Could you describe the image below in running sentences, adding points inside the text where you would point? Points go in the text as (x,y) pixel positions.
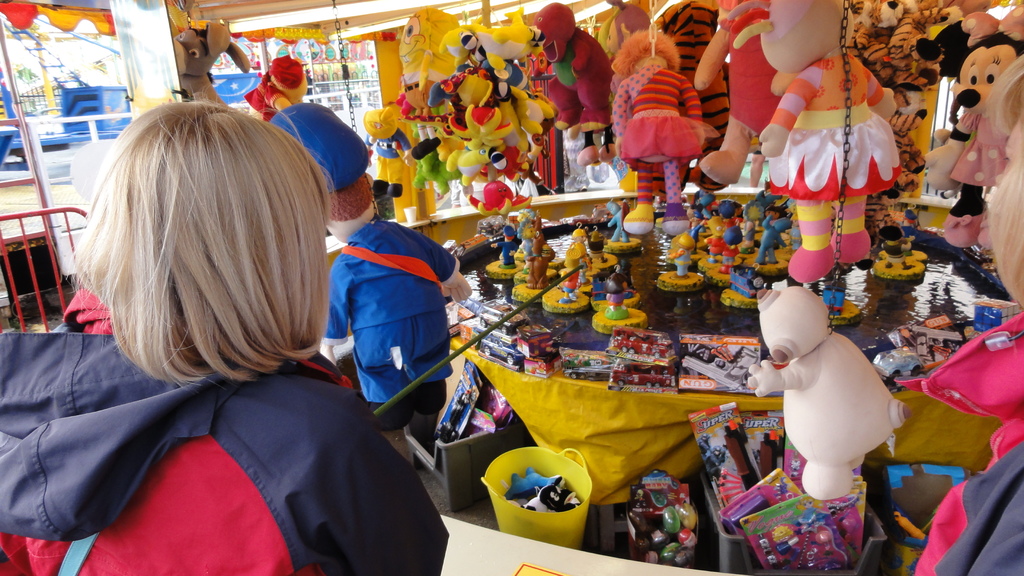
This image consists of many teddies (836,161) and toys (806,129). It looks like a shop (474,424). To the left (144,486), there is a woman (217,444). She is wearing a red jacket (233,470) and holding a stick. At the bottom (560,569), there is a table (528,550).
